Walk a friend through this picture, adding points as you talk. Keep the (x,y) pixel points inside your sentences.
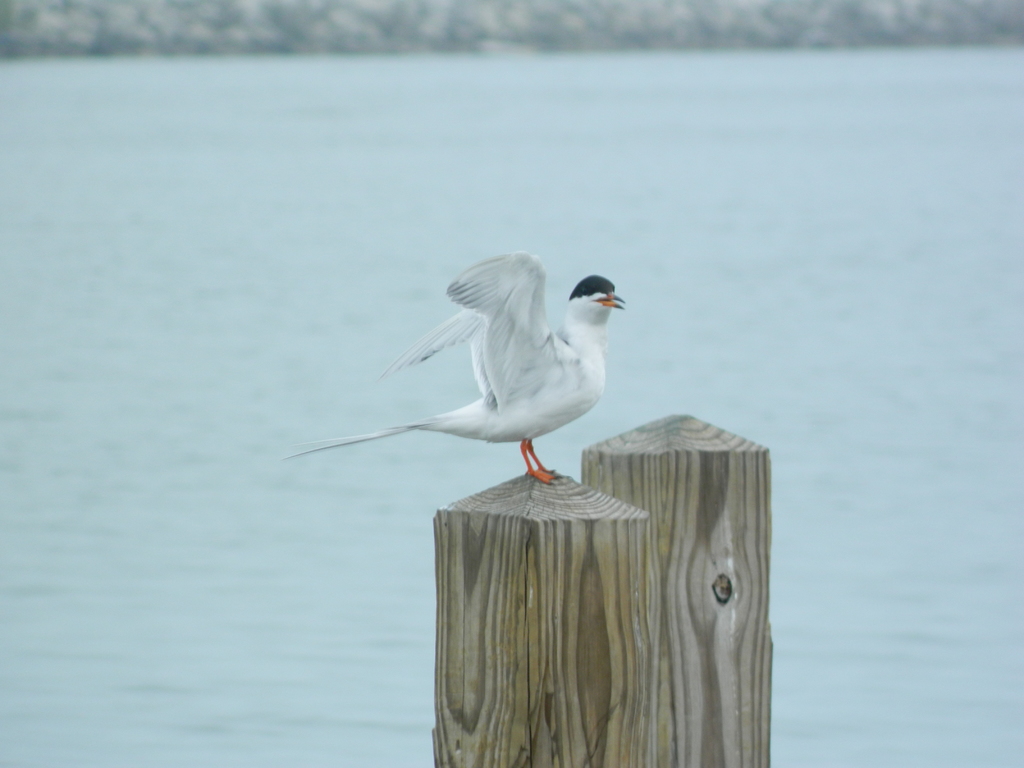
In the center of the image (478,330) there is a bird (478,330) on the wooden pole (596,539). In the background of the image (529,218) there is water (446,148).
